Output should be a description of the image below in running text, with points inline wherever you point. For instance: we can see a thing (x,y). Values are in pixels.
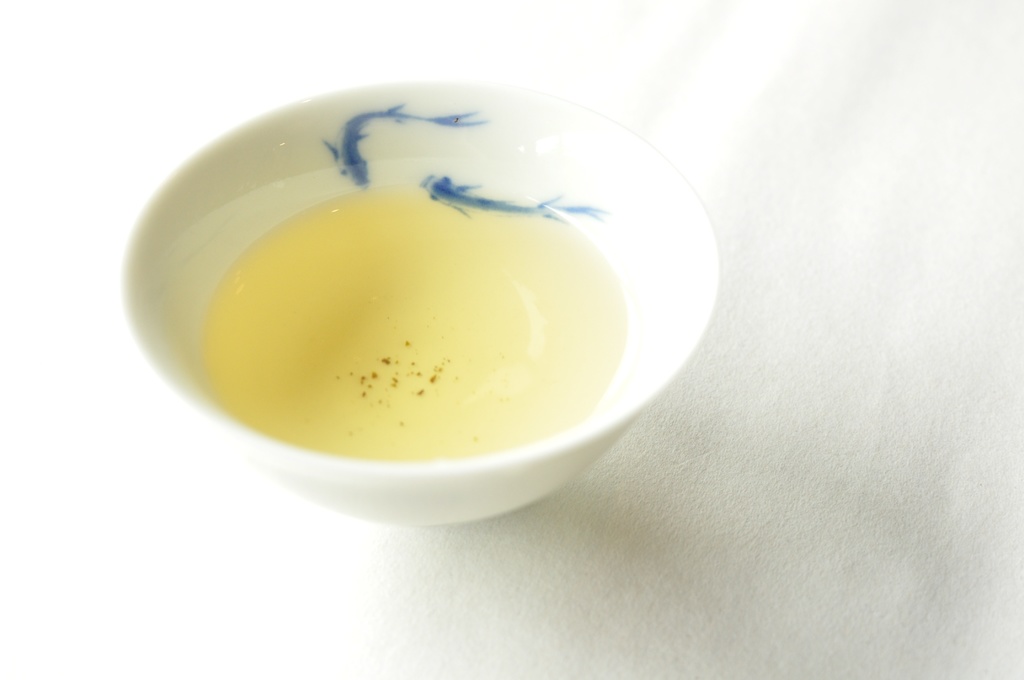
Here we can see a bowl (646,369) with liquid (570,334) on a white surface (408,672).
